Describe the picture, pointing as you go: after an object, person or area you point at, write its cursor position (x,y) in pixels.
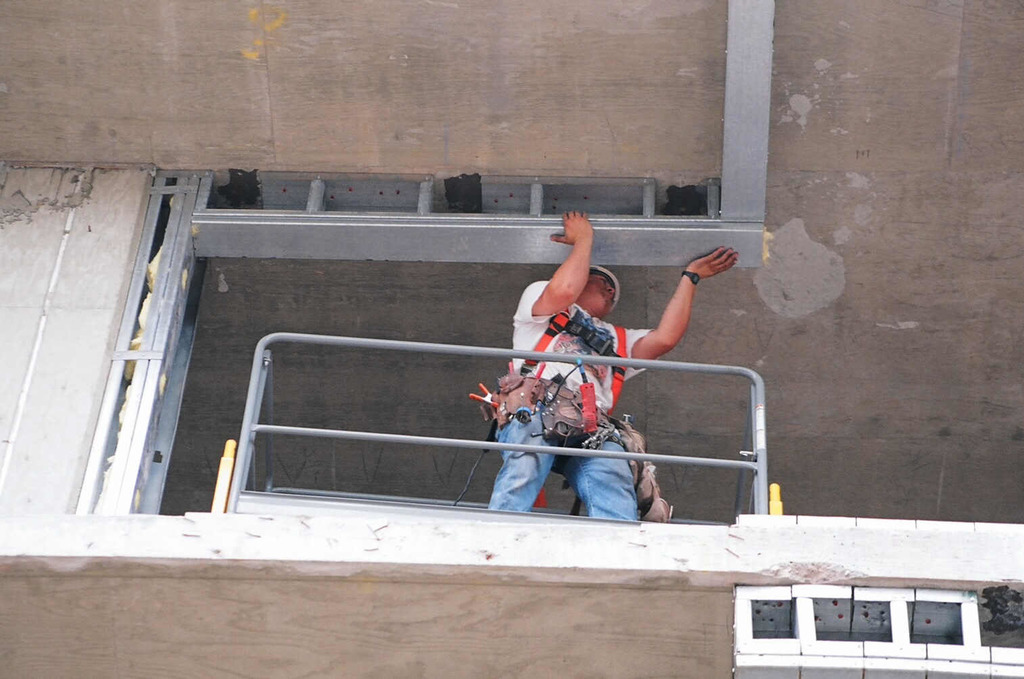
In this image I can see a man (527,290) is standing. I can see he is wearing a white colour t-shirt (556,369), a blue jeans (605,461), a watch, a belt (544,387) and I can also see few things (555,385) on his body (588,486). In the front of him I can see the iron railing (475,447).
